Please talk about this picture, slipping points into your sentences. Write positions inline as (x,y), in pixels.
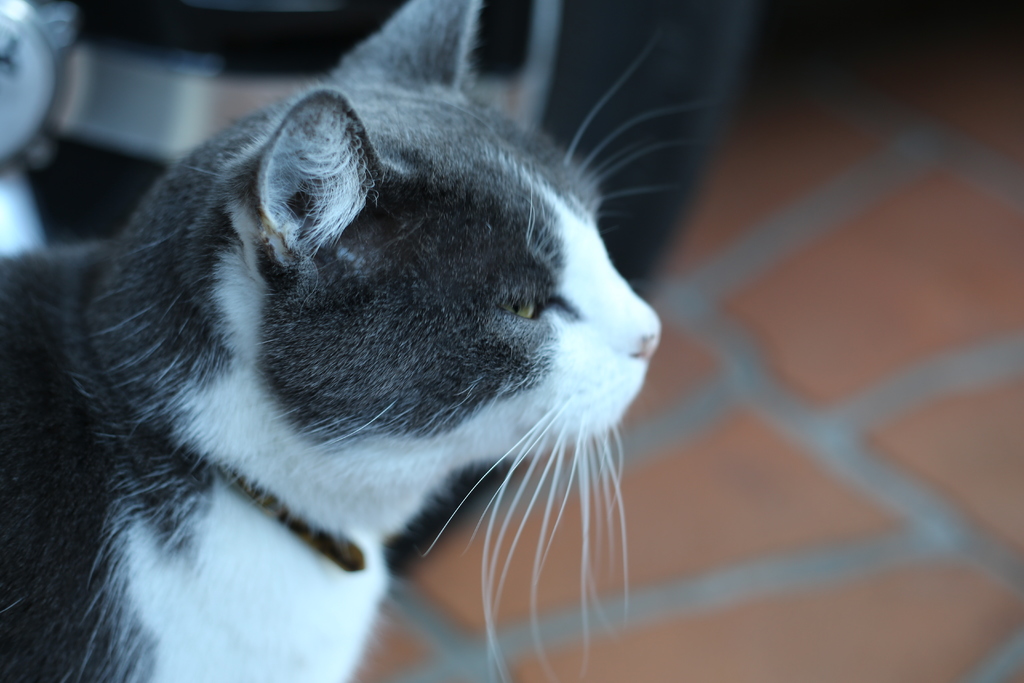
This picture shows a cat (467,402). It is white and black in color.
